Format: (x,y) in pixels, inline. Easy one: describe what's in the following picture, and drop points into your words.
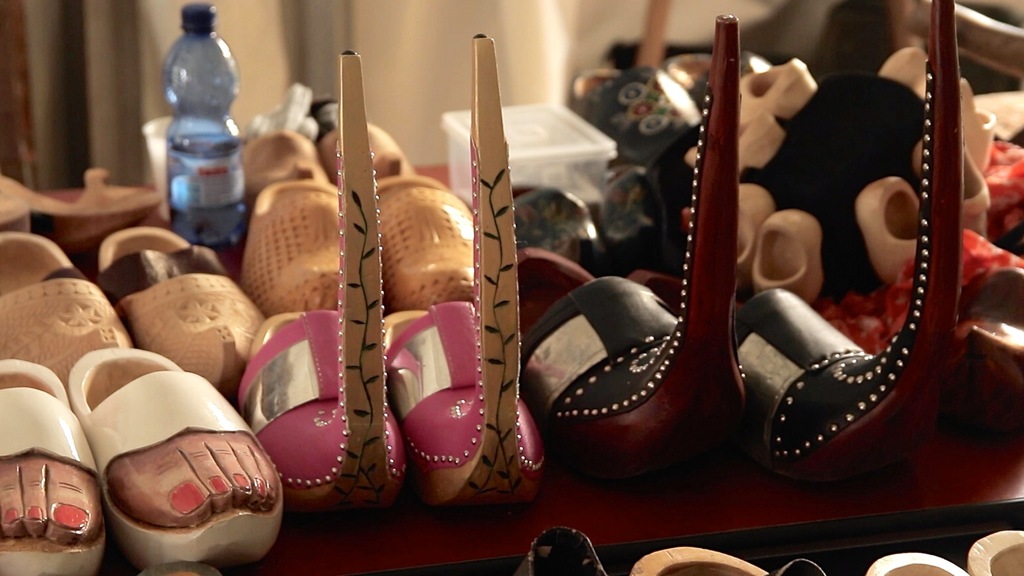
In this picture we can see few shoes (330,318), a bottle (231,137), cup (163,151) and a box (511,123) on the table (665,503).
